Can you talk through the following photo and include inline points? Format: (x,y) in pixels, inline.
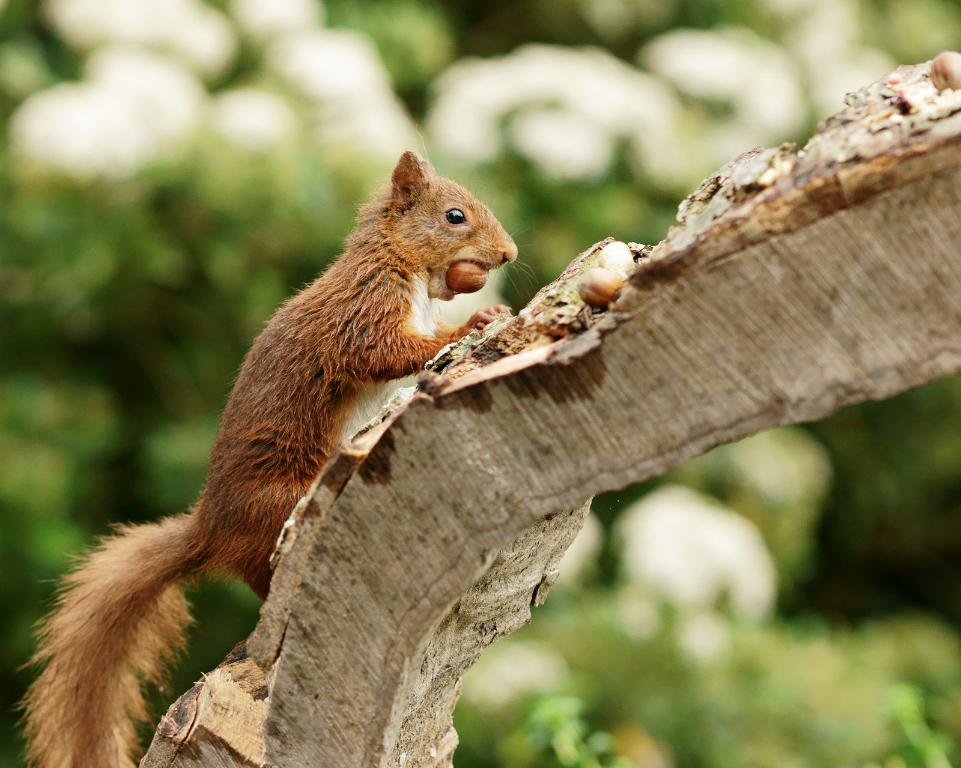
In this picture I can see a squirrel (234,454) on the wood (550,305) and I can see a nut (453,277) in its mouth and I can see trees (549,131).
